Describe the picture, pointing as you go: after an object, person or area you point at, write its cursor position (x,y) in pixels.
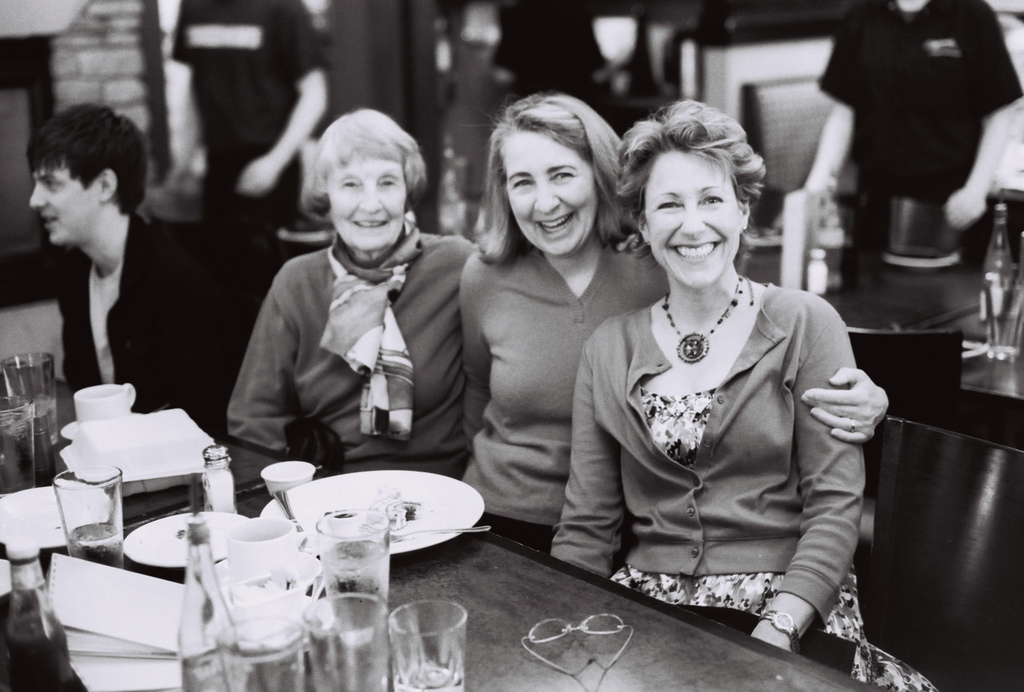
This picture shows few people (380,309) seated on the chair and we see few glasses (433,691) bottles (234,650) and plates (466,499) on the table (588,590) and a spectacles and we see few people (896,46) standing on their back and we see a smile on their faces (388,240).
